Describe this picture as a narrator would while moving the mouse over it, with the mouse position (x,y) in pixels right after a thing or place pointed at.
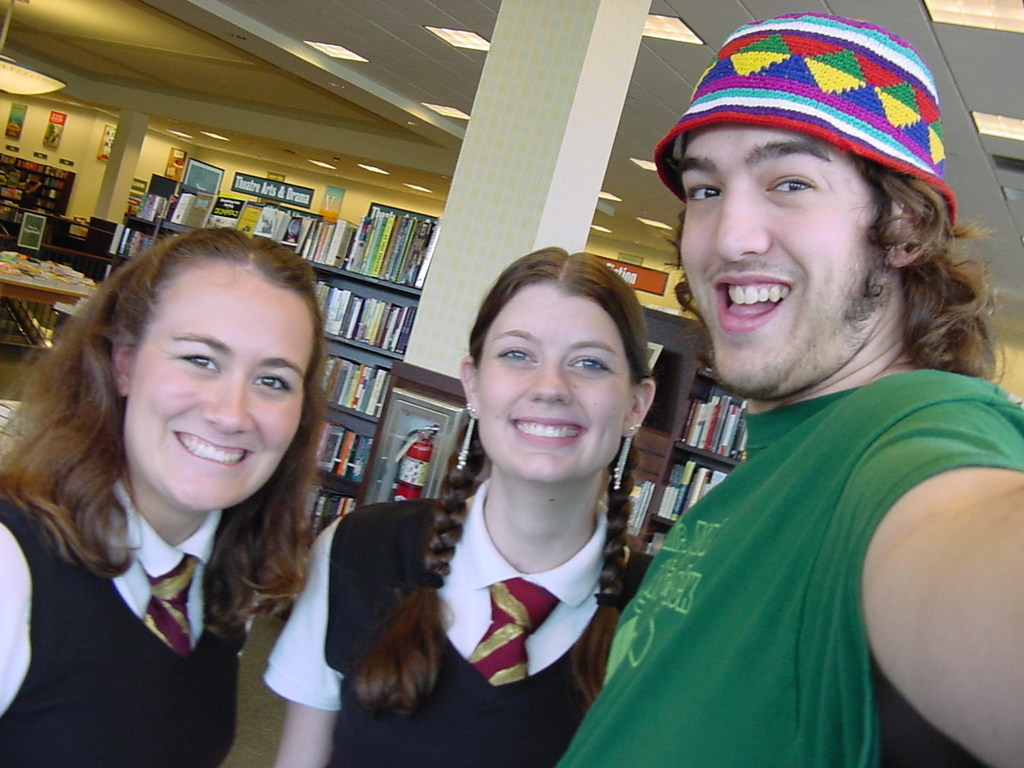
In the image there is a man (701,549) and two students (361,630) taking a selfie and it looks like they are standing in a library (670,293), in the background (373,262) there are plenty of books (334,370) in the shelves (659,413).
